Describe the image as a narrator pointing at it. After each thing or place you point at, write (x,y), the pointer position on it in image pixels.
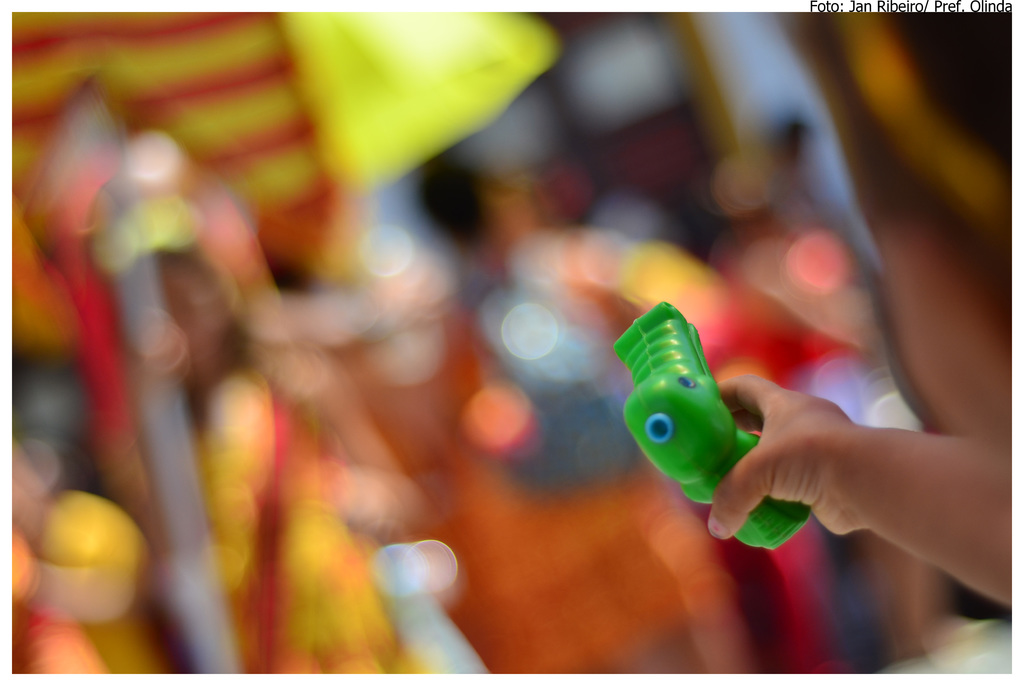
On the right (716,461) we can see a toy gun (717,478) in a person hand (778,449). In the background (412,478) the image is blur but we can see objects (178,418).
